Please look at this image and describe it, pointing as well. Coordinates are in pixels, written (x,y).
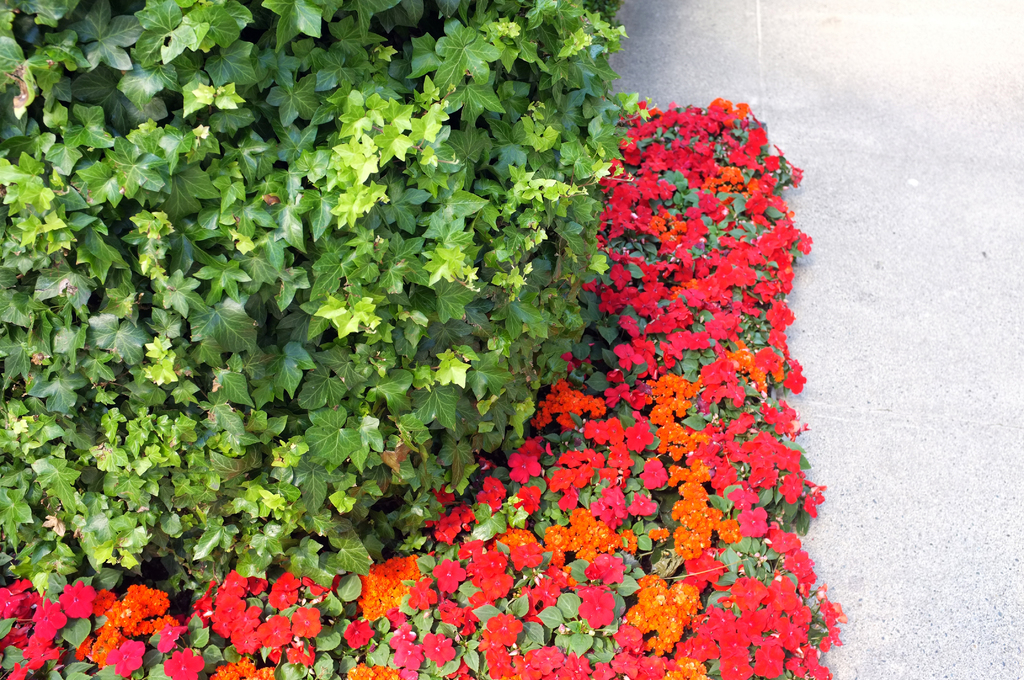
In this picture we can see plants (423,200), flowers (612,206) on a surface (808,379).
